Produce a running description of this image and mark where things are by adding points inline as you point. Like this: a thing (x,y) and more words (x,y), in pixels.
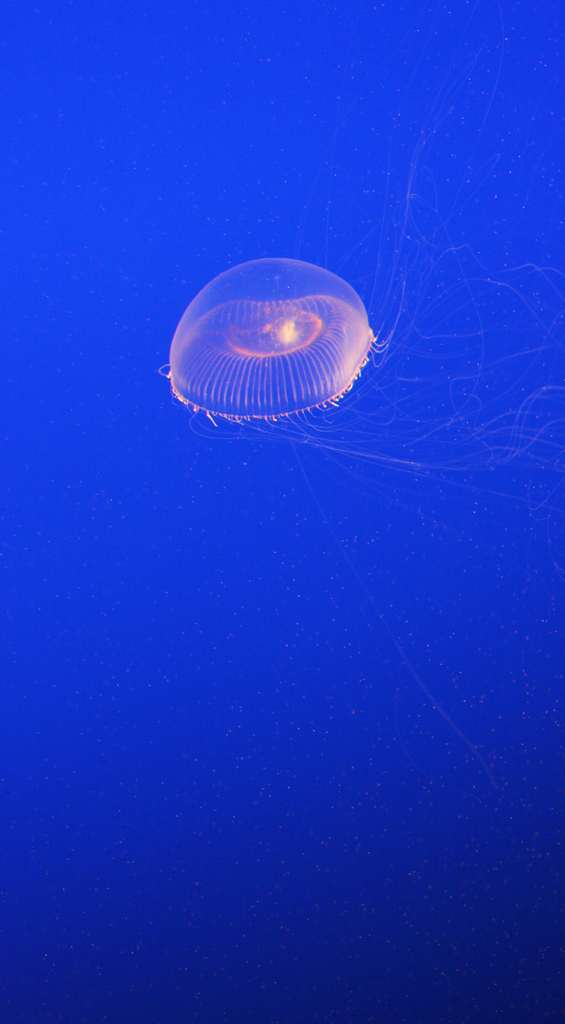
This picture shows a jellyfish (390,441) and we see blue color background (241,204).
